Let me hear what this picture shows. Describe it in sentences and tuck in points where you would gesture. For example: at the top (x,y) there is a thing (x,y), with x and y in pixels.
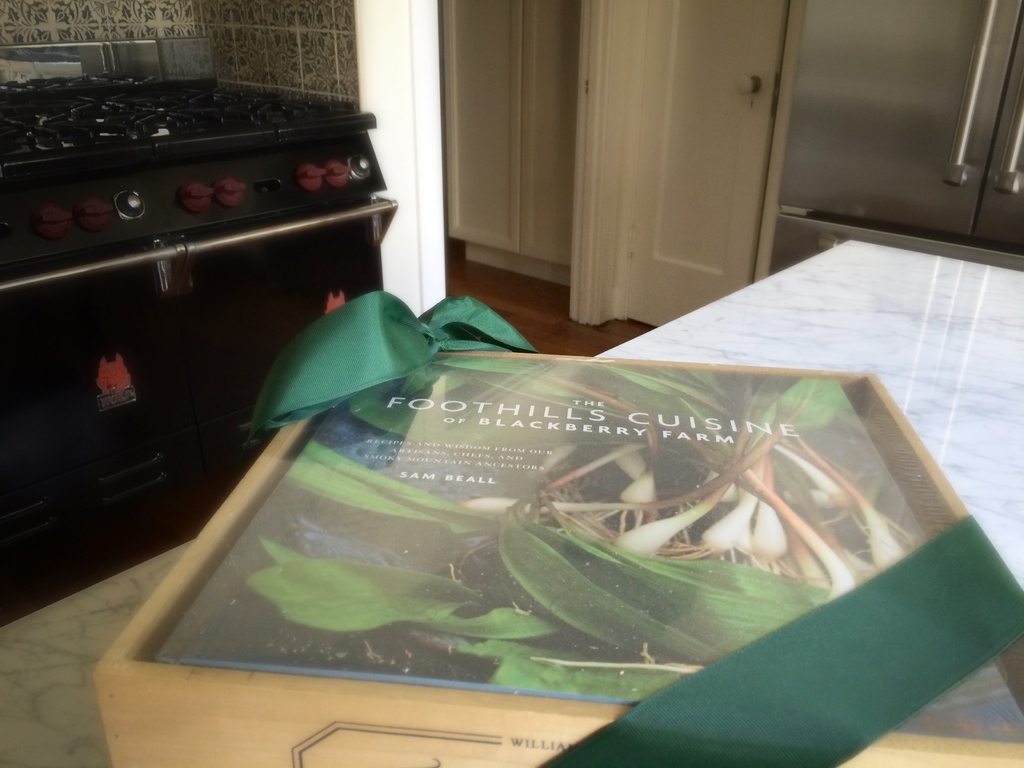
In this image, we can see a book (577,468) with some images (577,541) and text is placed on a white colored object (989,283). We can see the door (678,182) and some metal objects (834,122). We can also see the gas stove (18,228) on a black colored object (42,229). We can see the wall (297,85).
